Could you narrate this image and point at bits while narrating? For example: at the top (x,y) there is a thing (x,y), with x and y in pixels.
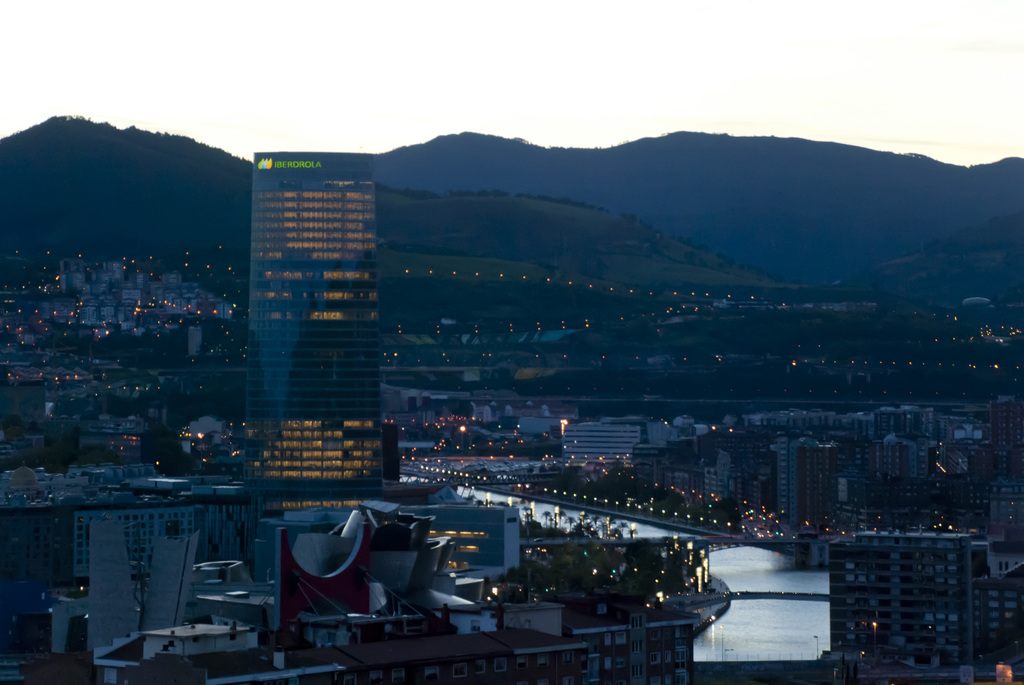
In this image I see number of buildings (375,383) and I see the lights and I see the water (710,565) over here. In the background (34,194) I see the mountains (538,151) and the sky (349,32).
